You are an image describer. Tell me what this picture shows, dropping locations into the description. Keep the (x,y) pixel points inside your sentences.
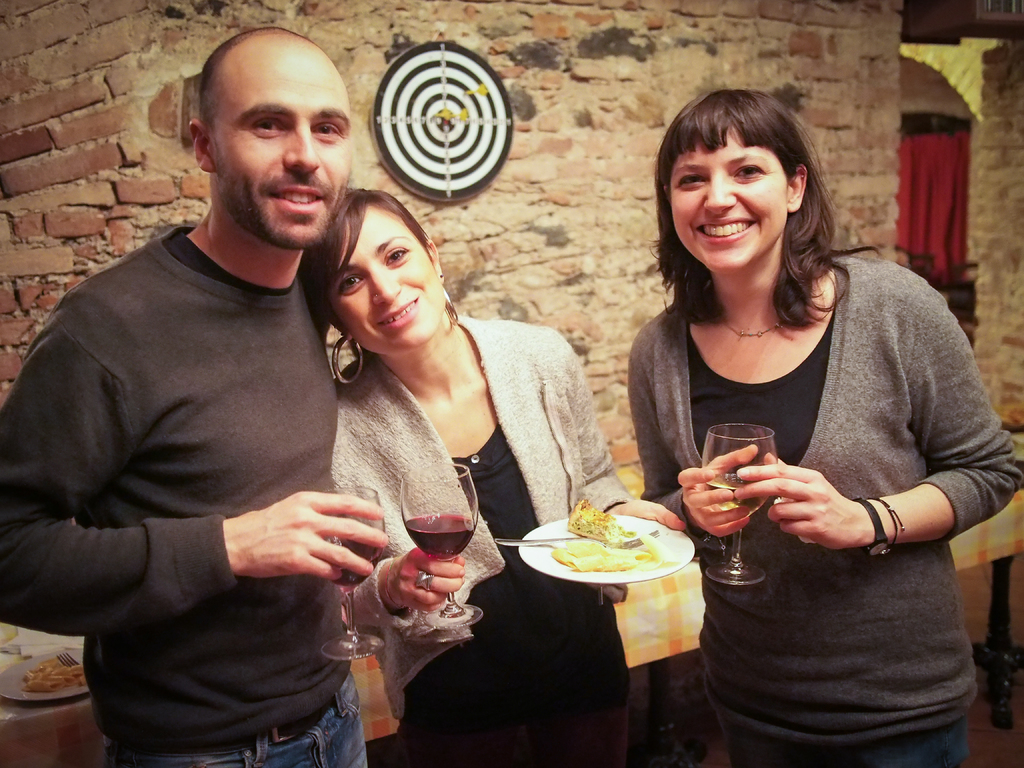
In this image I see a man (347,122) and 2 women (943,748) and all of them are smiling and I can also see that they are holding glass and this woman (481,549) over here is also holding a plate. In the background (523,304) I see the wall (40,251).
